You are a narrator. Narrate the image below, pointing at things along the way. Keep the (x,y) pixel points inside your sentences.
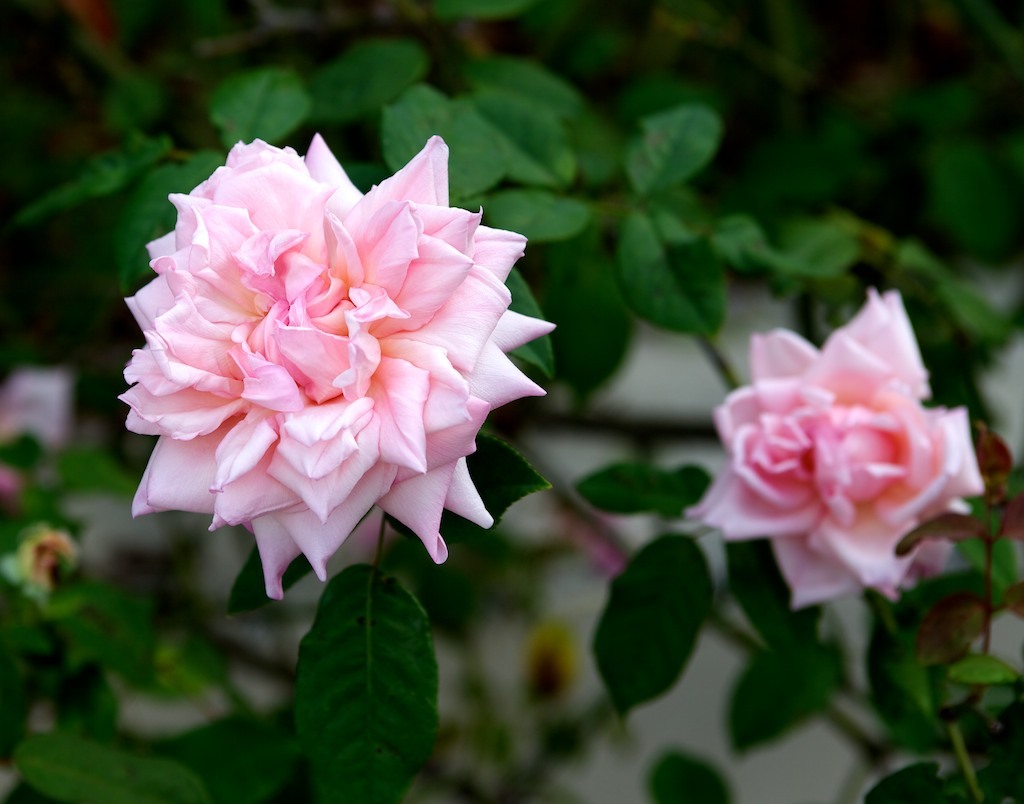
In this picture there are light pink rose flowers (192,364) on the plant (624,644). At the back (745,798) there's a wall (123,508).
